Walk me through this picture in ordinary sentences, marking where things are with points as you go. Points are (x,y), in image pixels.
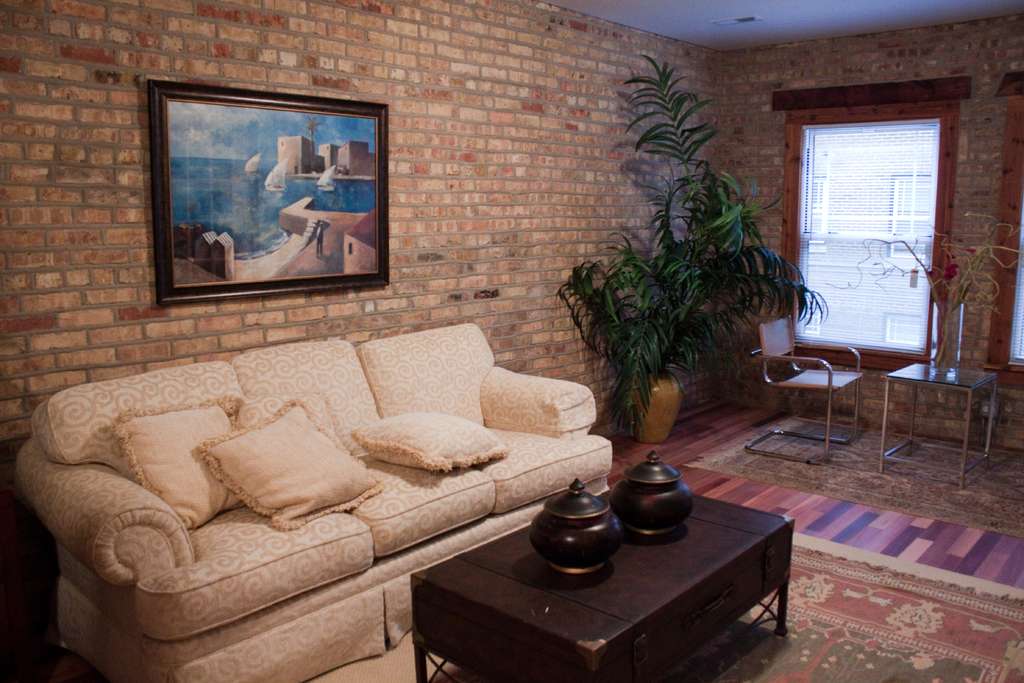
In the image we can see there is a sofa (534,413) and on the wall (429,189) there is a photo frame (323,234) and on the table (459,652) there are two pots (611,519).
